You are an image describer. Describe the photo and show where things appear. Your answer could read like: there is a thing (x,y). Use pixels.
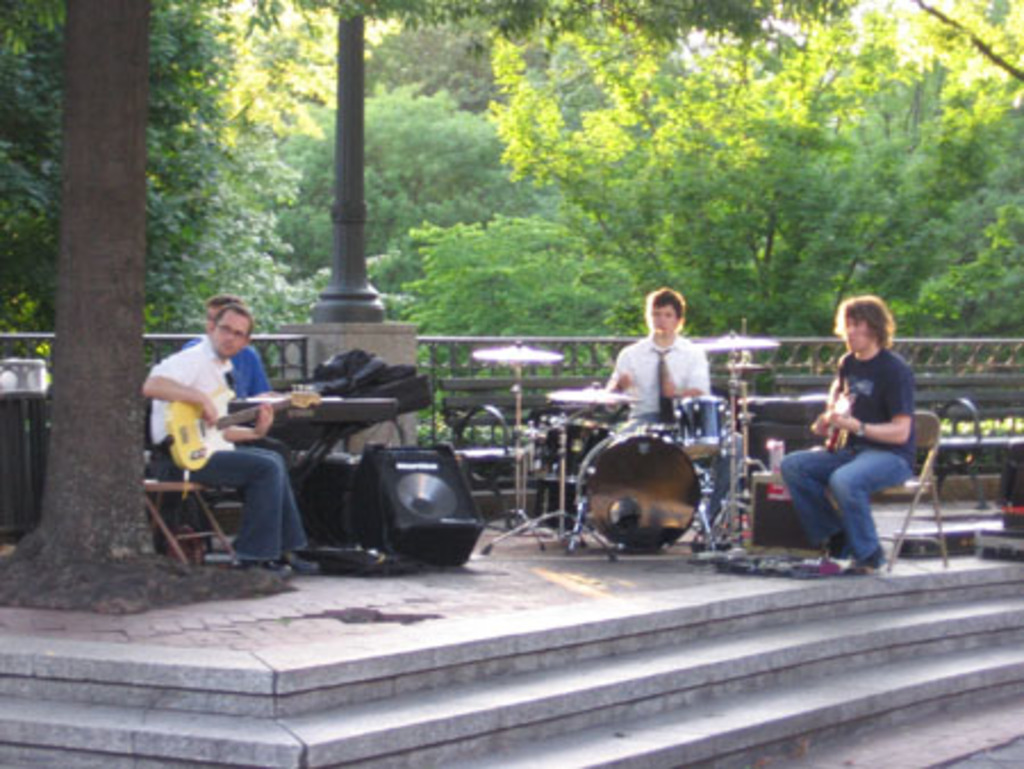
In this picture there are two people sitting and playing guitar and there is a man (680,374) sitting and playing drums (690,510) and there is a man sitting playing musical instruments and there are speakers (448,553) and there are objects (339,567). At the back (702,235) there is a pole (345,127) and there are trees (577,211) and there is a railing (781,357). At the bottom (962,528) there are objects (1023,507) on the floor (70,635).
